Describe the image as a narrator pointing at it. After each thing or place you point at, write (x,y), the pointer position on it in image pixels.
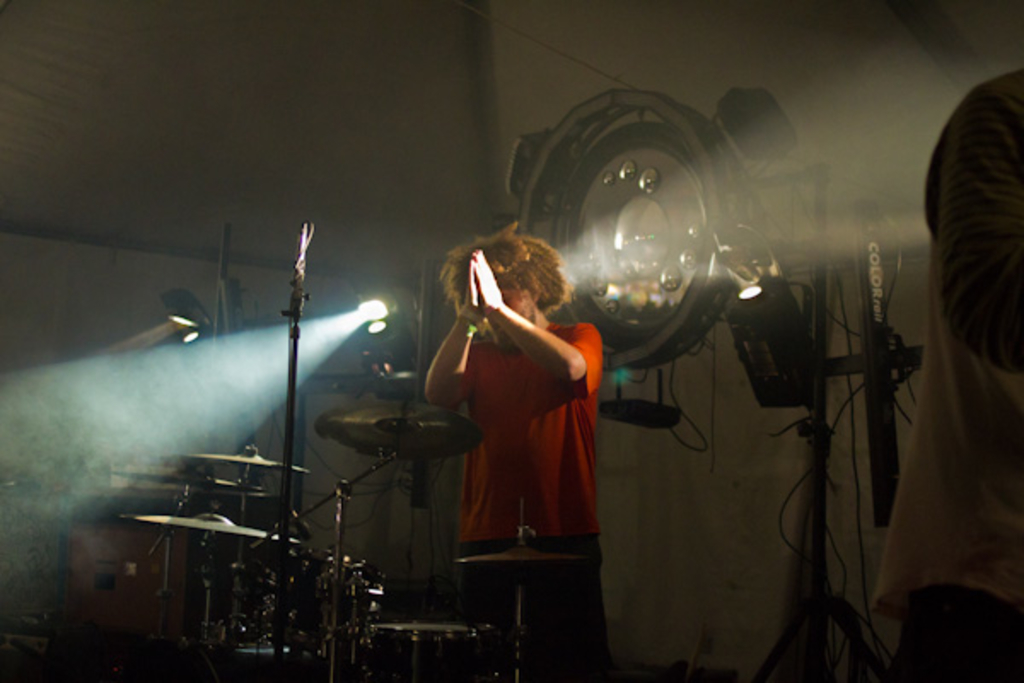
In this picture I can see a man (503,353) standing and joining his two hands (477,296) together and I can see drums (376,439) and another human (1008,215) standing on the right side of the picture (982,407) and I can see couple of lights (613,294).
